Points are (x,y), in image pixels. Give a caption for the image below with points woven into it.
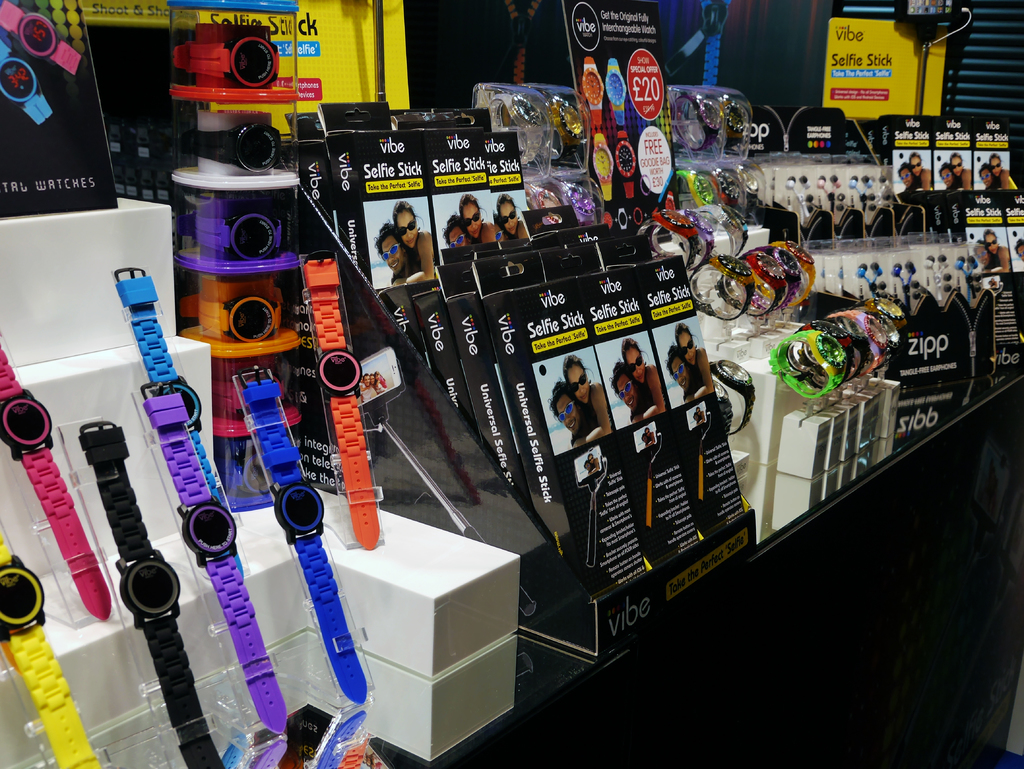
In this picture we can see watches (362,510), boxes (650,544) and some objects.
